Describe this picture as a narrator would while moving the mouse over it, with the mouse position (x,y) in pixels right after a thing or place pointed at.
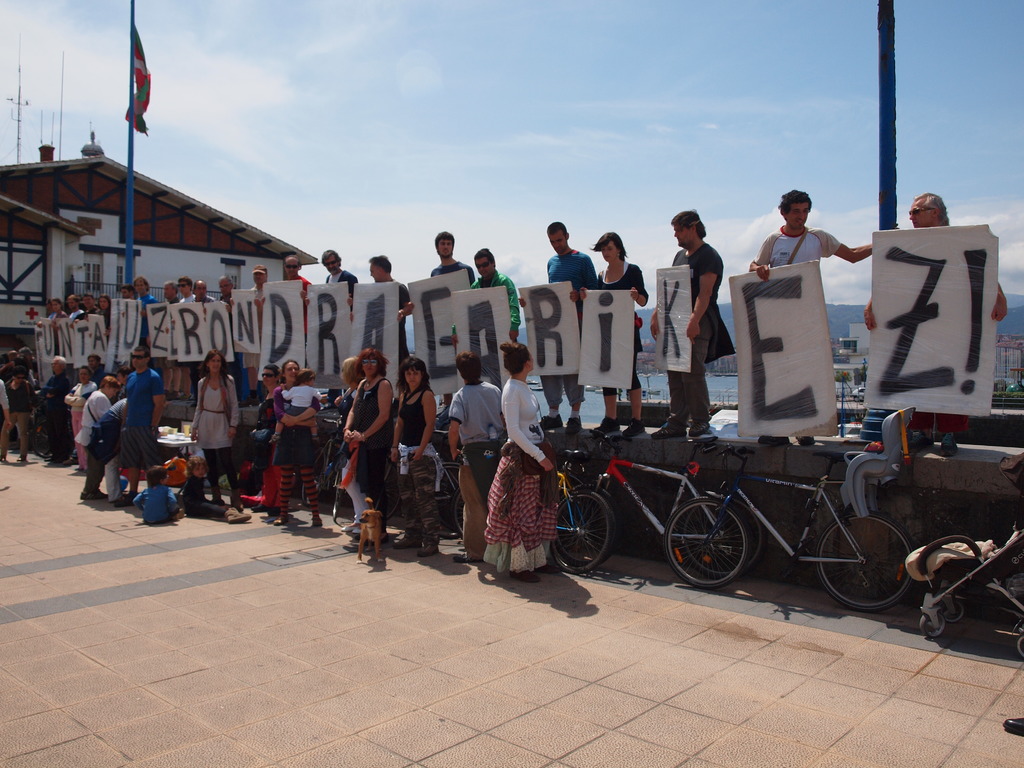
In this image I can see group of people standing and holding few boards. Background (111,56) I can see the flag (143,108) in red, white and green color and I can also see the building (205,268) and the sky (369,93) is in white and blue color.
